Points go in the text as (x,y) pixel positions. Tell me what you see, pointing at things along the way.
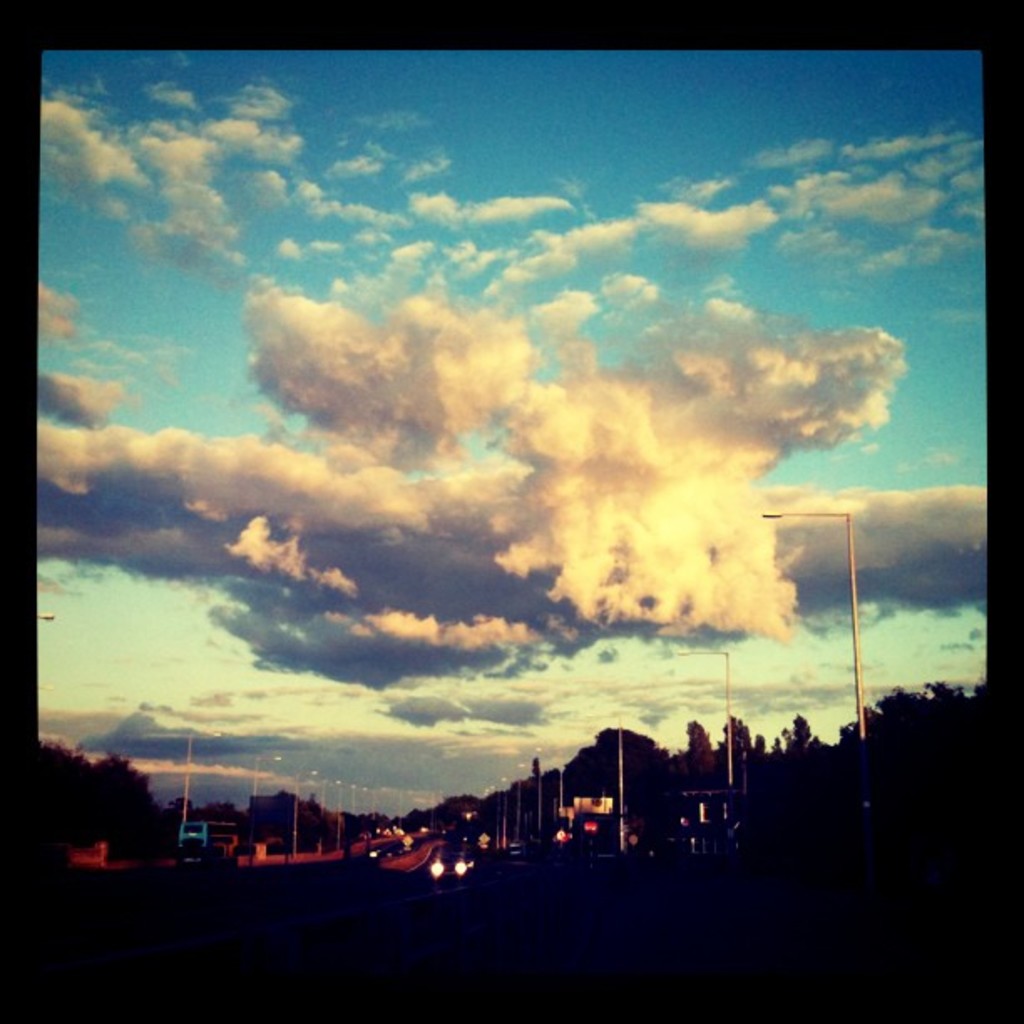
In this picture we can see vehicles (460,860) on roads (360,858), trees (808,766), poles (519,792) and in the background (565,636) we can see the sky (519,421) with clouds (388,444).
